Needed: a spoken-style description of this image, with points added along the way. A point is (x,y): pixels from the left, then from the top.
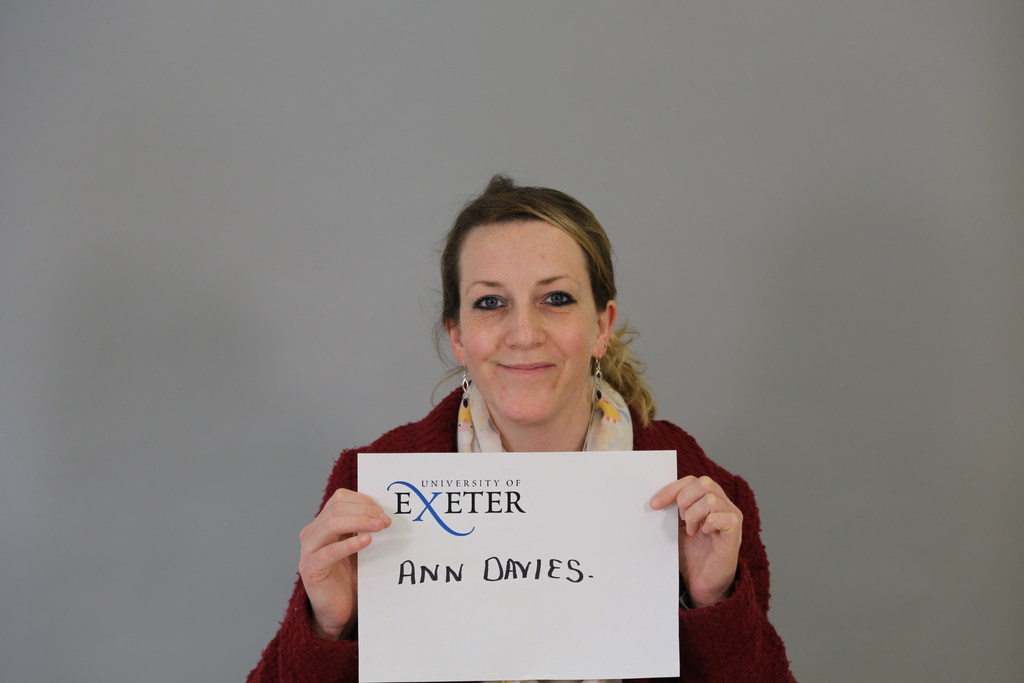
In this picture we can see a woman (593,355) holding a paper (490,579), on which we can see some text (502,568).
